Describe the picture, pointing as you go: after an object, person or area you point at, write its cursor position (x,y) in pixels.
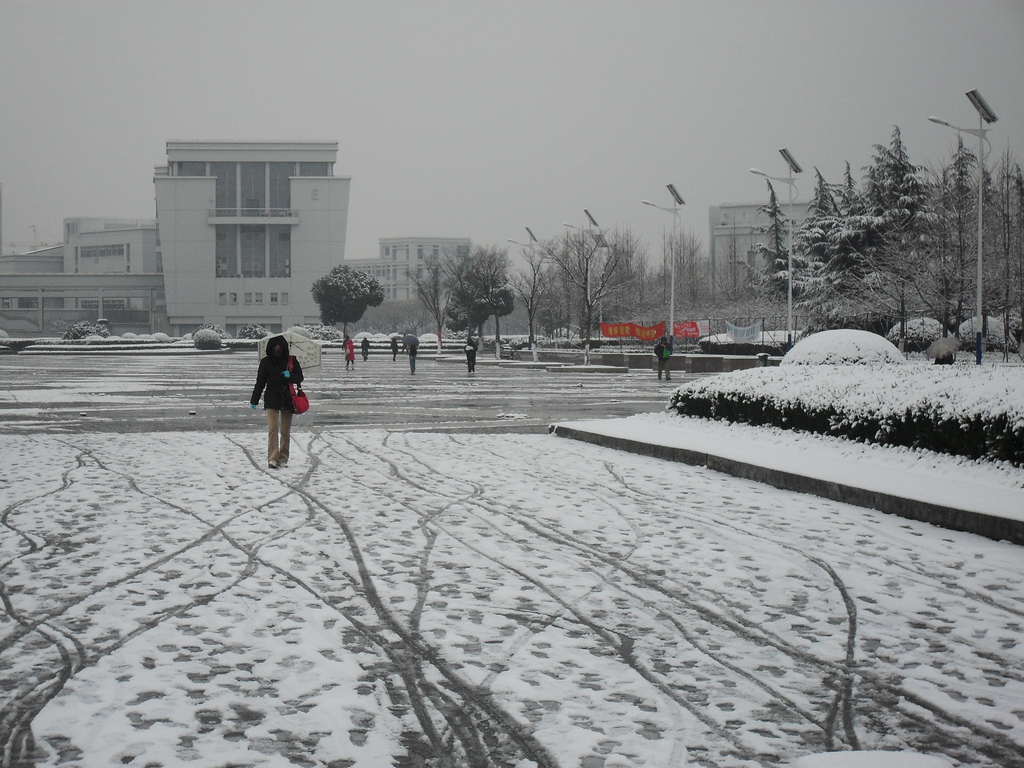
In this picture we can see a person (274,381) wearing a bag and walking on the path (362,552). There is snow (582,428). We can see a few trees (585,264), street lights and buildings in the background (920,203).
